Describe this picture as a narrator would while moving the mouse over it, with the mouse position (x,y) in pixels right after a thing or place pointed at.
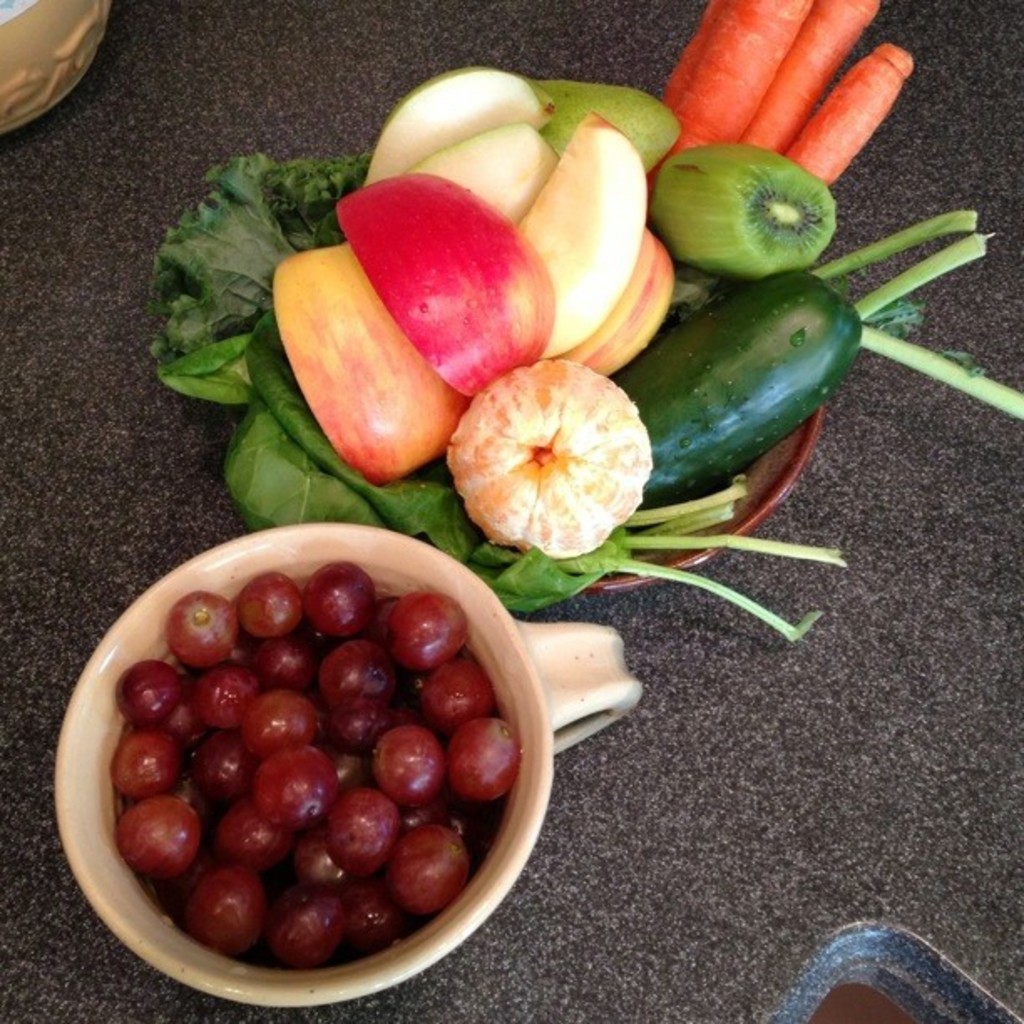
In this picture we can see a bowl (762,467) and a cup (259,594) on the countertop (685,780), in the bowl (674,557) we can find few leaves (443,538) and fruits (512,461), we can see grapes (345,849) in the cup (346,849).
